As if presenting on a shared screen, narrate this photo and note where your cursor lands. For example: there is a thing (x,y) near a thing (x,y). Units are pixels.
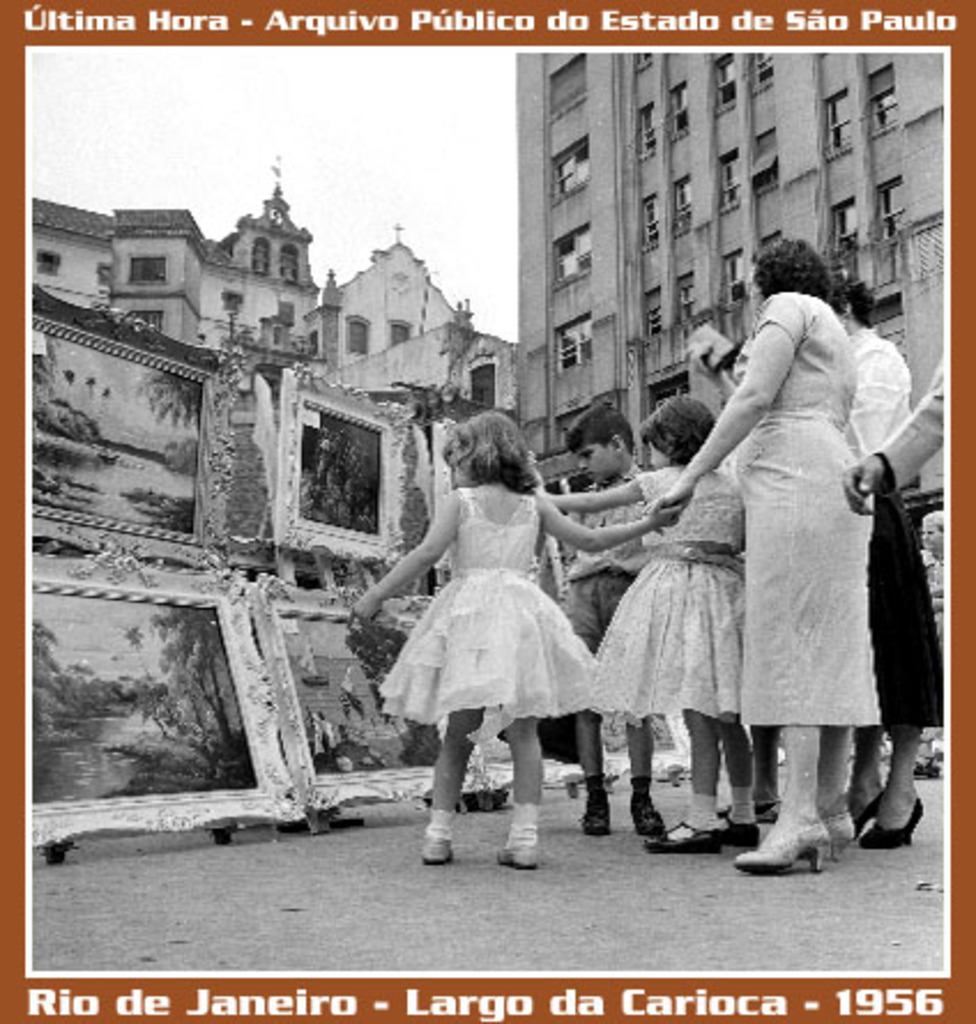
In this picture I can see the path (443,866) in front (284,846), on which there are 2 girls (481,596), a boy (628,514) and 2 women (859,434). In front of them I can see 4 photo frames (181,478). In the background (675,208) I can see the buildings (681,260), a person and the sky (314,138) and I see something is written on the top (759,20) and bottom sides of this picture. I can also see a person's hand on the right side of this picture (853,504).
